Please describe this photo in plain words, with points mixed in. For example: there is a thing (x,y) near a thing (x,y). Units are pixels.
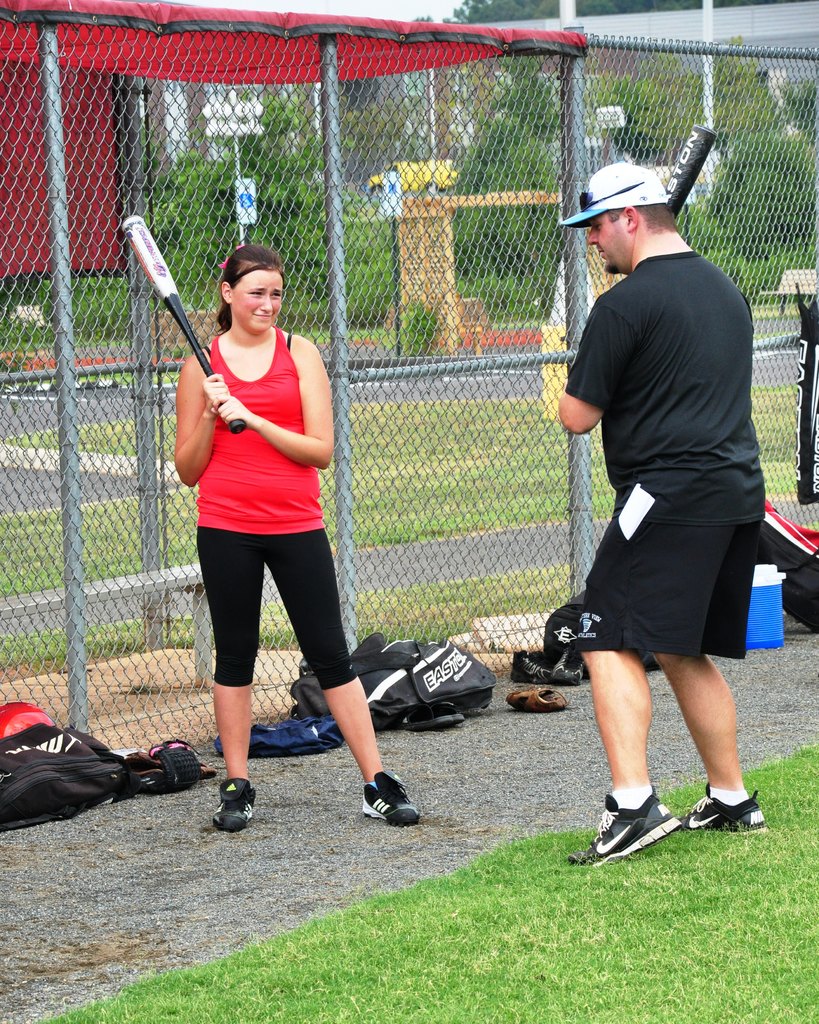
In this picture we can see a man (642,198) and woman (205,442), he wore a cap (642,198) and they both are holding baseball bats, in the background (45,395) we can find baggage (44,748), metal rods (330,169), fence (280,212), trees (637,87) and poles (75,536), and also we can see grass (650,865).
